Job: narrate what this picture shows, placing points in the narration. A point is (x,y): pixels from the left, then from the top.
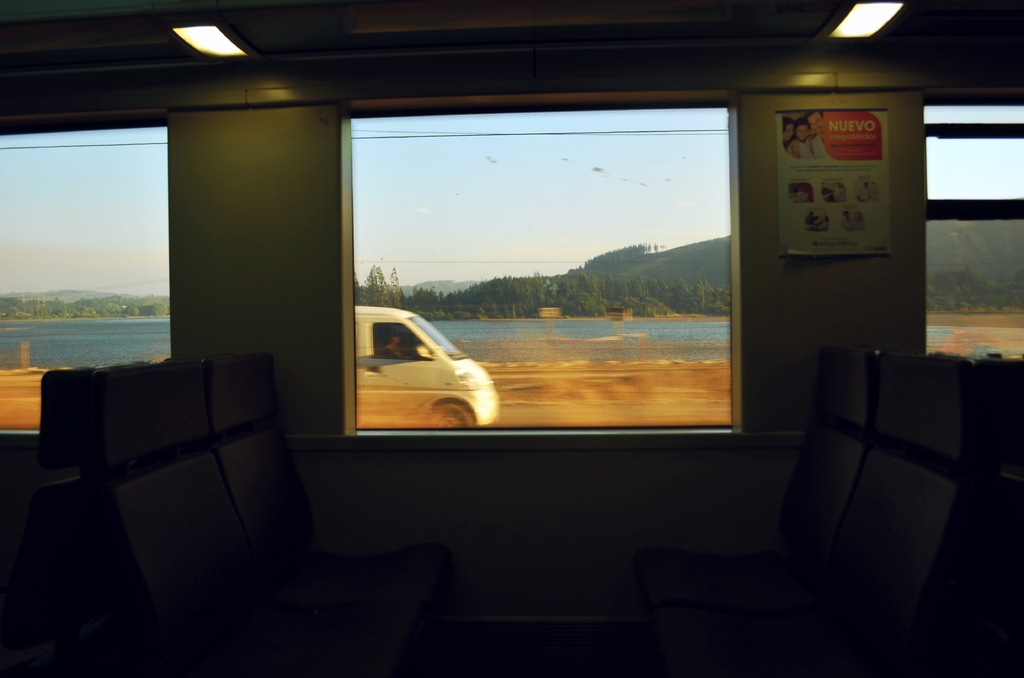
This picture is clicked inside the vehicle (329,67). In the foreground (169,498) we can see the seats (847,541). In the center (577,293) we can see the windows (377,174) and there is a poster (813,131) on which we can see the text (873,139) and some pictures (848,220). At the top (857,46) there is a roof (275,23) of the vehicle (696,28) and we can see the lights (865,16). In the background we can see the sky (403,157), hills (687,250), trees (653,285), plants (664,296), water body (513,330) and a vehicle (463,379) seems to be running on the ground (525,392).
